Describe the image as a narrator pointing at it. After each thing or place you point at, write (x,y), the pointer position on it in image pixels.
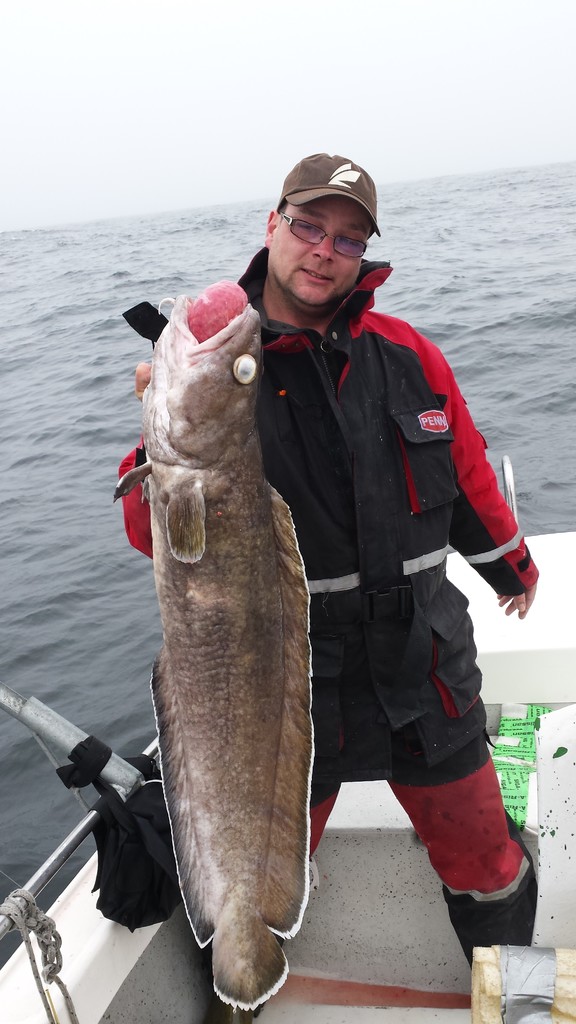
In this image we can see a man (447,452) standing in the boat (194,969). He is wearing a safety jacket (419,574) and he is holding a fish (190,647) in his right hand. Here we can see the spectacles (317,233) and there is a cap (331,185) on his head (336,267). In the background (90,506), we can see the ocean (27,629).
